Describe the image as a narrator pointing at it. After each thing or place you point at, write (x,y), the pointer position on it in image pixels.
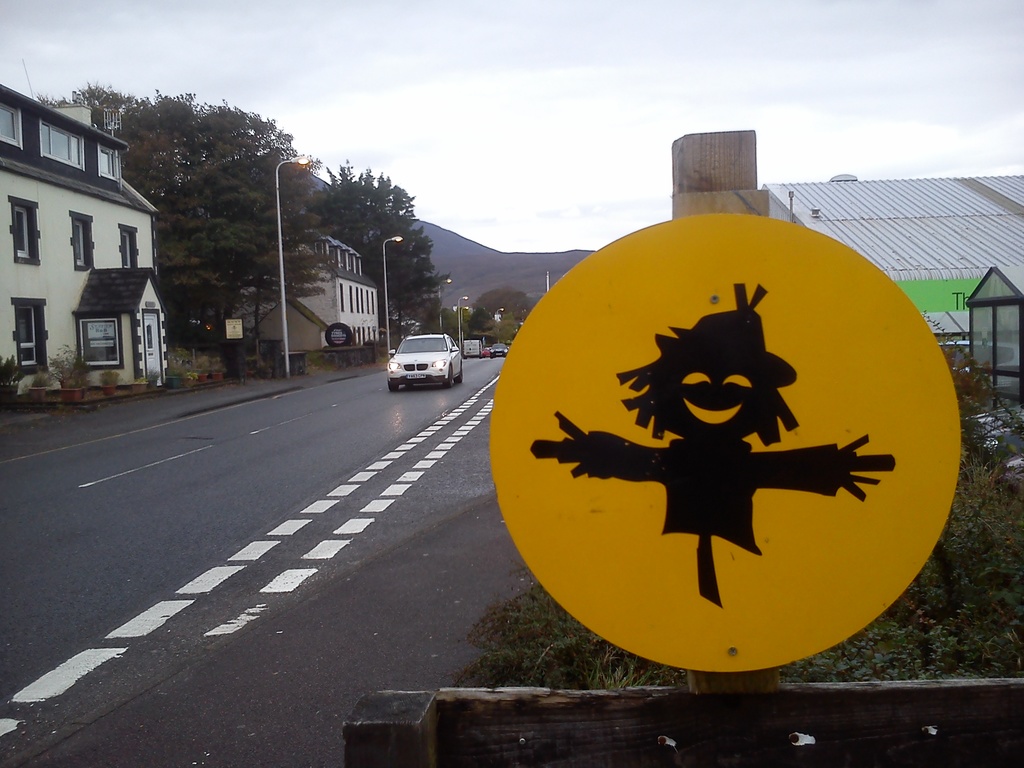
In this image we can see some buildings (307,330), poles (502,311), vehicles (404,368), board (669,318), trees (484,313), road (206,617) and other objects (261,367). In the background of the image (497,282) there are mountains (444,268). At the top of the image (535,41) there is the sky (399,50). At the bottom of the image (194,693) there is the road (81,718). On the right side of the image (924,709) there are wooden objects (656,687), board (653,283) and other objects (989,447).
